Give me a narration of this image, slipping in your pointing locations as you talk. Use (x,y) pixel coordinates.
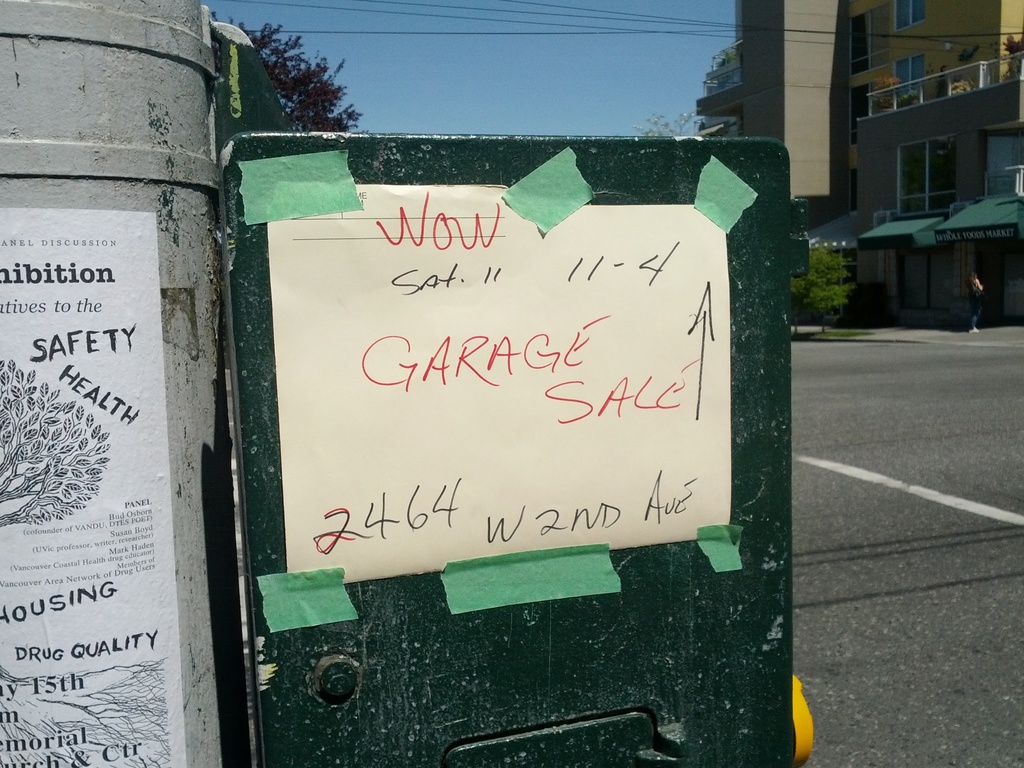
In this picture it looks like a utility box (373,153) beside a cement pole (159,181) with a notice (144,693) on it. On the right side (848,343) we have road (869,368), trees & building (924,184).
